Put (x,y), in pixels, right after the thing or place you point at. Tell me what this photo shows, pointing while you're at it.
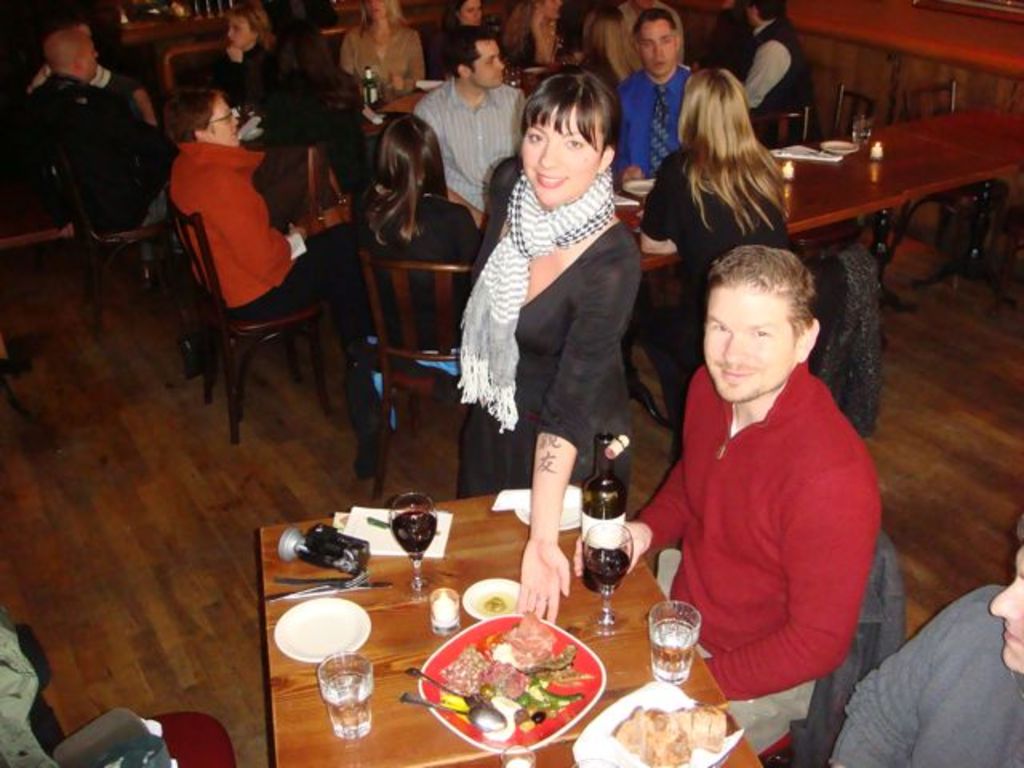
In this image I can see people (851,424) where few of them are standing and rest all are sitting. Here on this table (486,542) I can see few glasses (671,656), few spoons (481,716), a bottle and food (501,688) in plates (488,628). In the background (794,161) I can see few more tables (946,162).
